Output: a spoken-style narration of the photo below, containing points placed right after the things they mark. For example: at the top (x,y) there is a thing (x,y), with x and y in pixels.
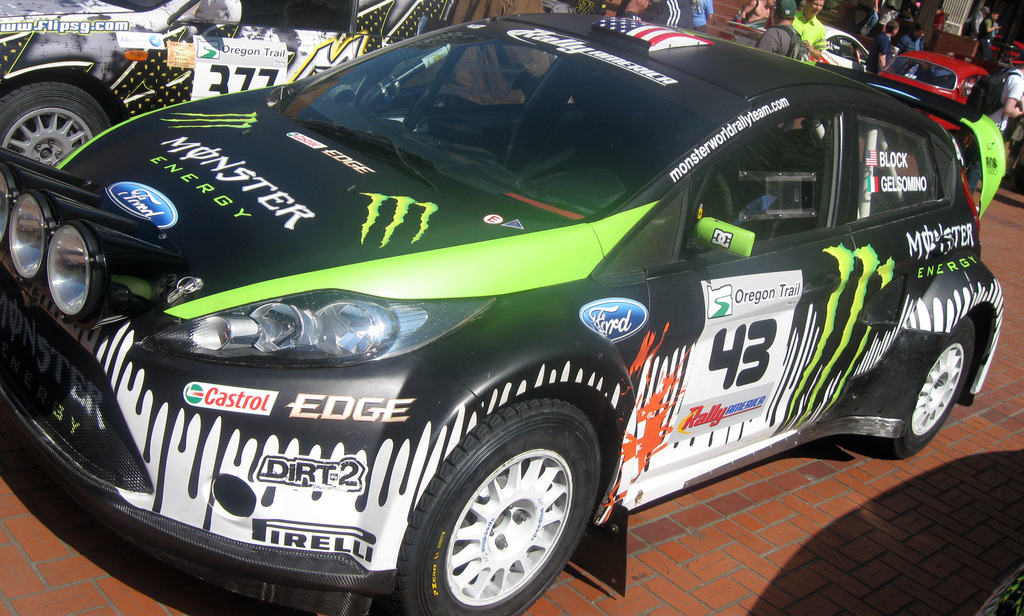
In this image there is a car (544,311) in the middle (360,328). On the car (360,328) there are so many stickers (724,333). In the background (261,28) there is another car (261,28). On the right side (878,45) top there are few people (889,29) who are talking with each other. In between them there are cars (933,70).
